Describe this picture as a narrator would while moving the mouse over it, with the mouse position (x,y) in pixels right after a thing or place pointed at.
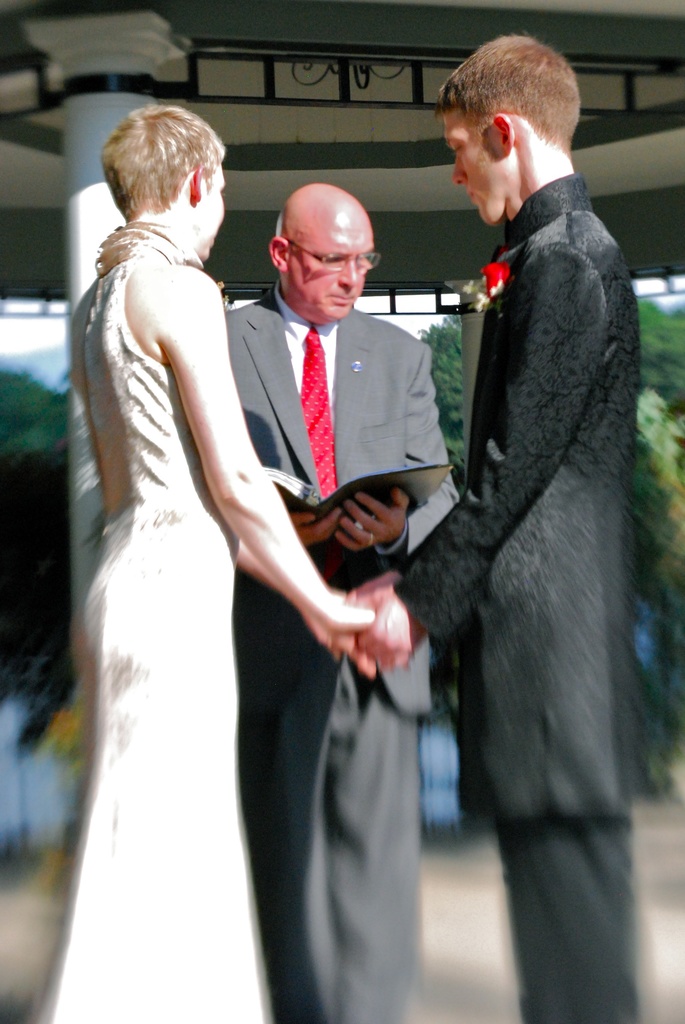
In this picture there are two persons (377,645) standing and holding hands (373,635) of each other and there is another person (379,402) standing and holding a book (384,481) in his hand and there are trees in the background (54,464).
